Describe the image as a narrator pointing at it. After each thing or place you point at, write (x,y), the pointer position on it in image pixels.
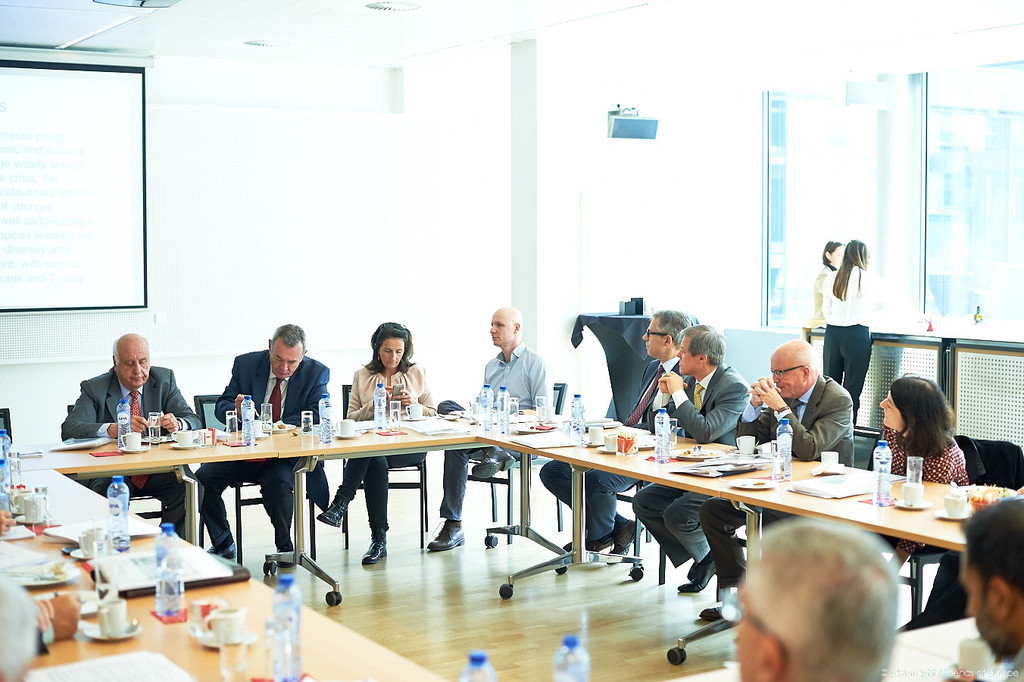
There is a group of people (619,552). There is a table (677,463). There is a bottle (664,433), cup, saucer (674,456) on a table (672,449). We can see the background (818,140) there is a projector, window (833,140).
